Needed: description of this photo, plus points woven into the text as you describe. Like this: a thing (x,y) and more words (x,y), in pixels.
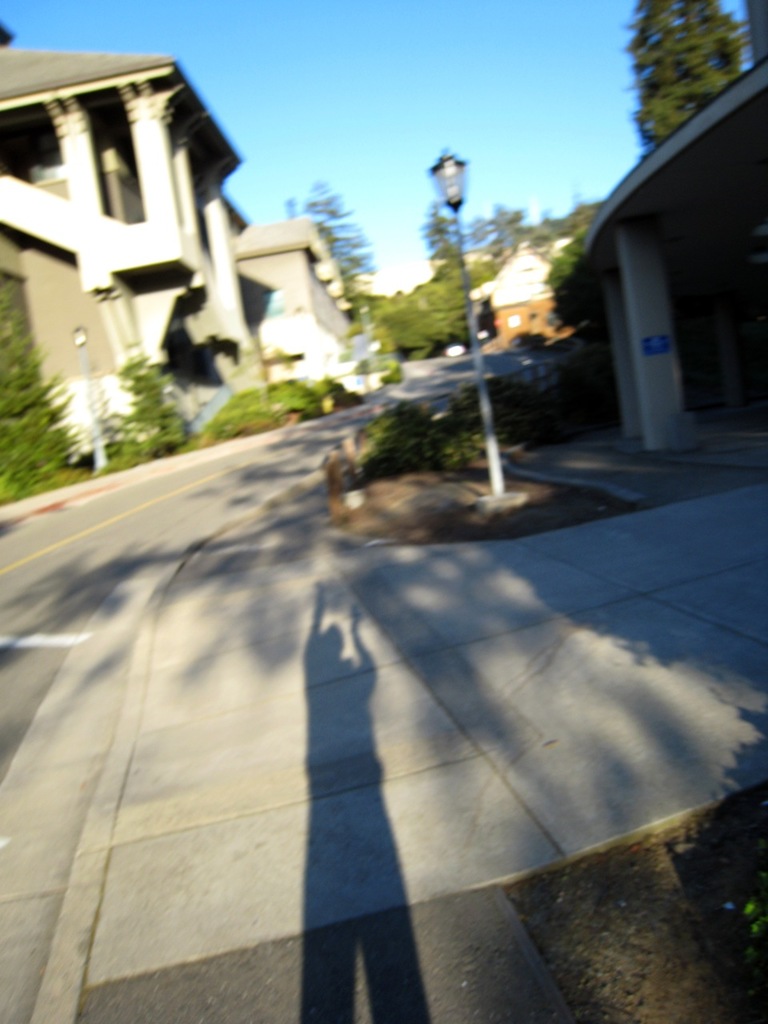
In the image we can see this is a building (238,288), this is a light pole (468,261), grass (408,405), tree (671,39), pillar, sky (617,72), road (173,538) and a shadow (322,792) of a person (328,815).
